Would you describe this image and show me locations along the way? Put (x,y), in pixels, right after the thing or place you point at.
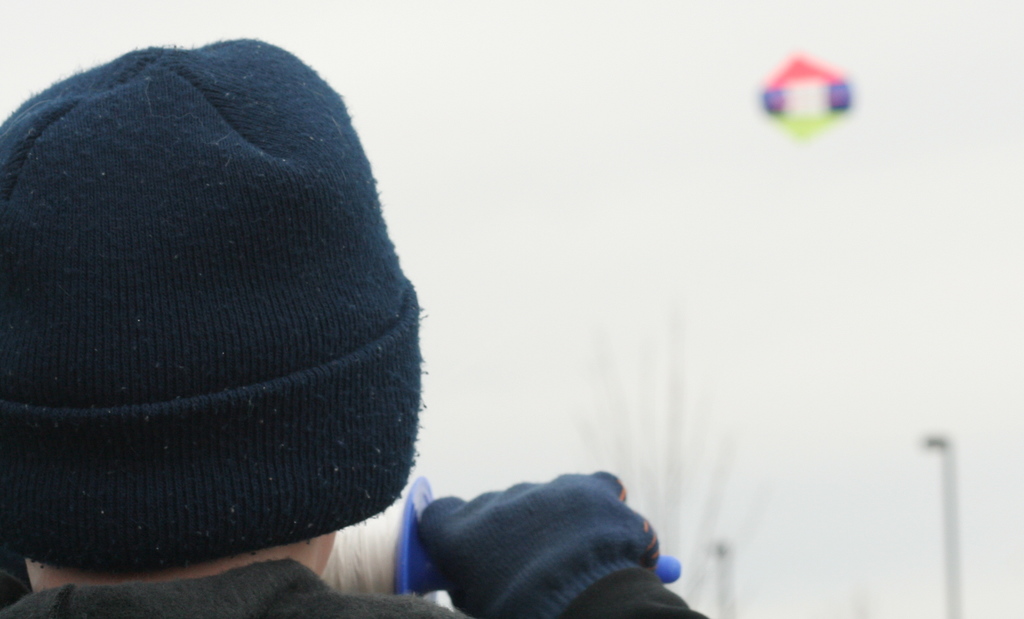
In this image I can see the person (189,570) wearing the grey and blue color dress (411,600) and also cap (211,348). I can see the person (248,410) holding the thread roll (381,553). In the background (789,105) I can see the kite (798,76) in the air (625,166) but it is blurry.
